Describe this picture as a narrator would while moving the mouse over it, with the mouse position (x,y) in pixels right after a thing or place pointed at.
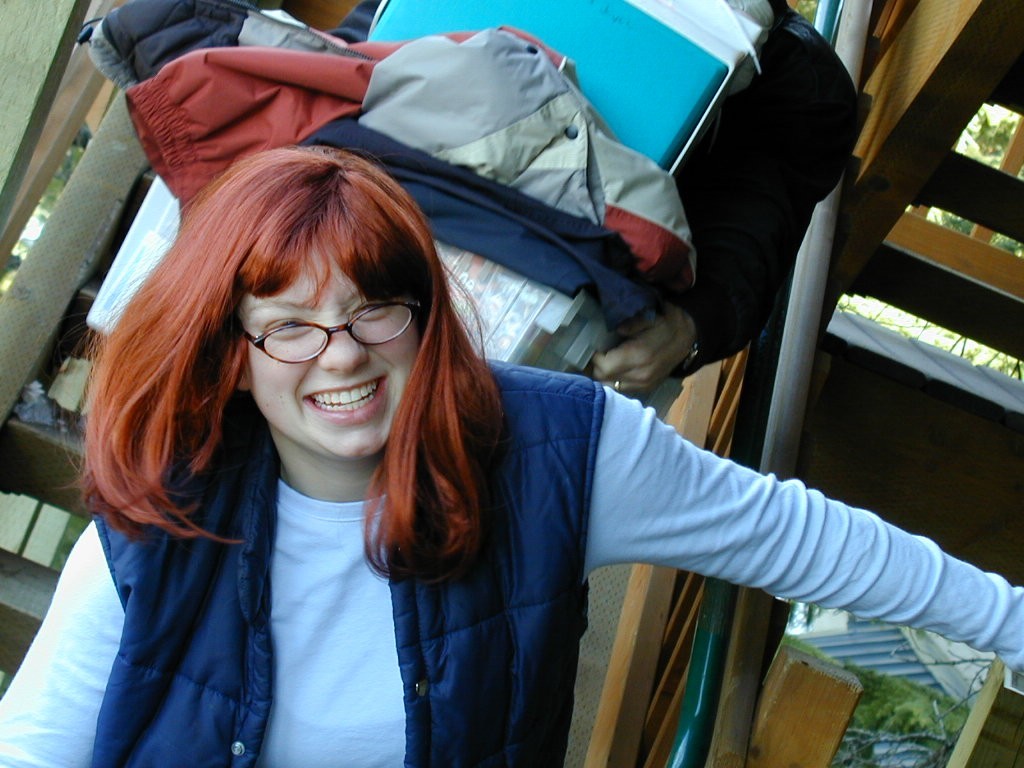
In this image, we can see a person (384,379) wearing spectacles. We can see the railing (794,335) and some stairs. We can see a person's hand (652,353) holding some objects (591,244). We can also see some plants (860,721) and trees (885,708).
